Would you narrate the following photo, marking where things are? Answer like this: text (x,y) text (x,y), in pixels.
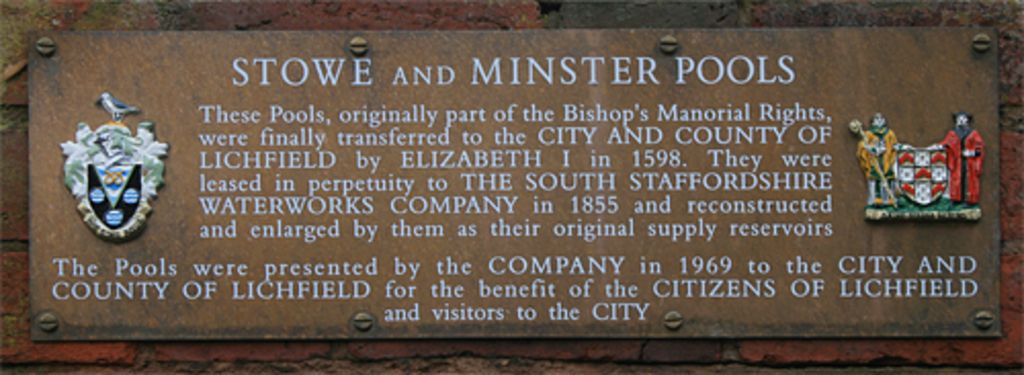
In this image in the center (572,154) there is one board (129,140), on that board (466,275) there is some text (332,274) and emblems (974,153) and in the background (165,5) there is a wall (229,21).
